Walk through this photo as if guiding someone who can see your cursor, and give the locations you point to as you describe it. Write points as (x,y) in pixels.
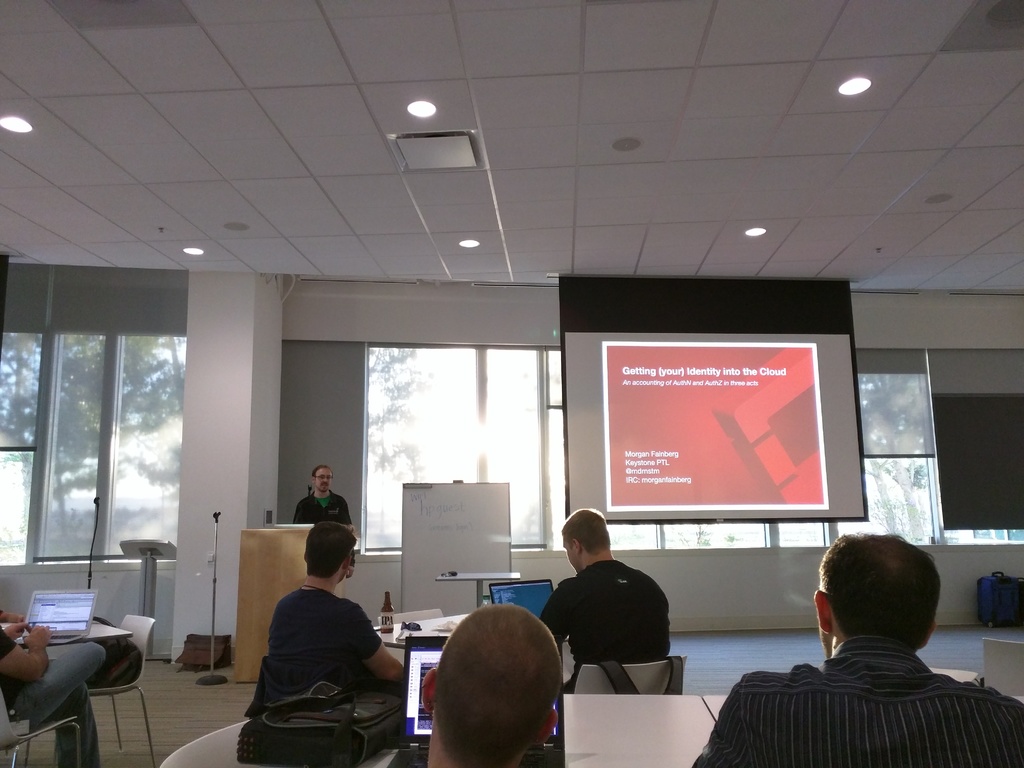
As we can see in the image there is a wall (182,445), window (117,412), roof (251,87), a screen (644,359), few people (589,587) sitting on chairs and there is a table (671,700). On table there is a laptop (78,603), bottle (385,600) and papers (445,622).
